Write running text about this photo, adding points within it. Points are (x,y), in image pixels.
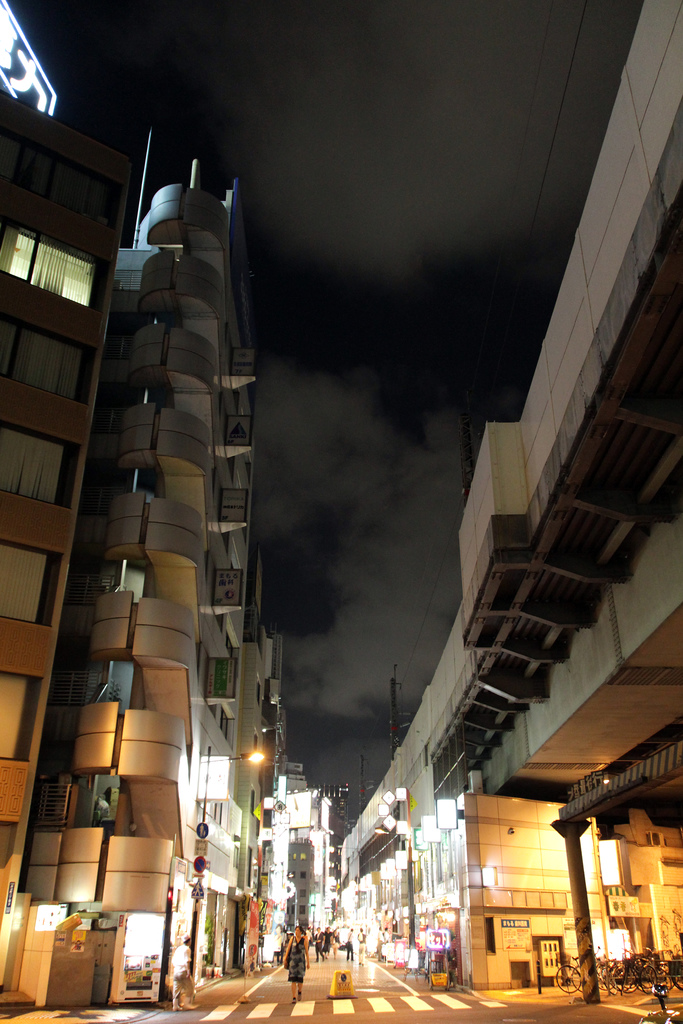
In this picture we can see buildings (194,806) on the right side (481,844) and left side (183,805), there are some people (322,954) here, on the right bottom (628,972) we can see bicycles (620,985), there are some lights (287,858), poles (195,938) and boards (180,886) here, there is the sky (412,83) at the top of the picture (412,77), we can see a pillar (578,860) here.
